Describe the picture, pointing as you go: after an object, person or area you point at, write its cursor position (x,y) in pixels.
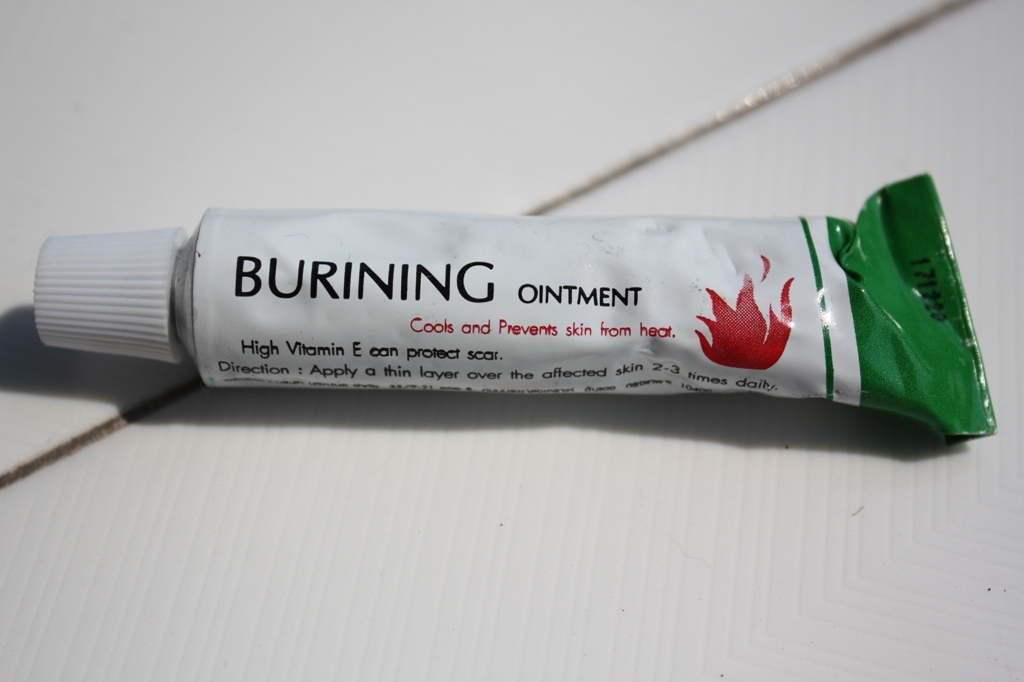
In this image there is an ointment tube (508,300) on the board (304,468). On the tube (535,333) there is some text (570,330).
